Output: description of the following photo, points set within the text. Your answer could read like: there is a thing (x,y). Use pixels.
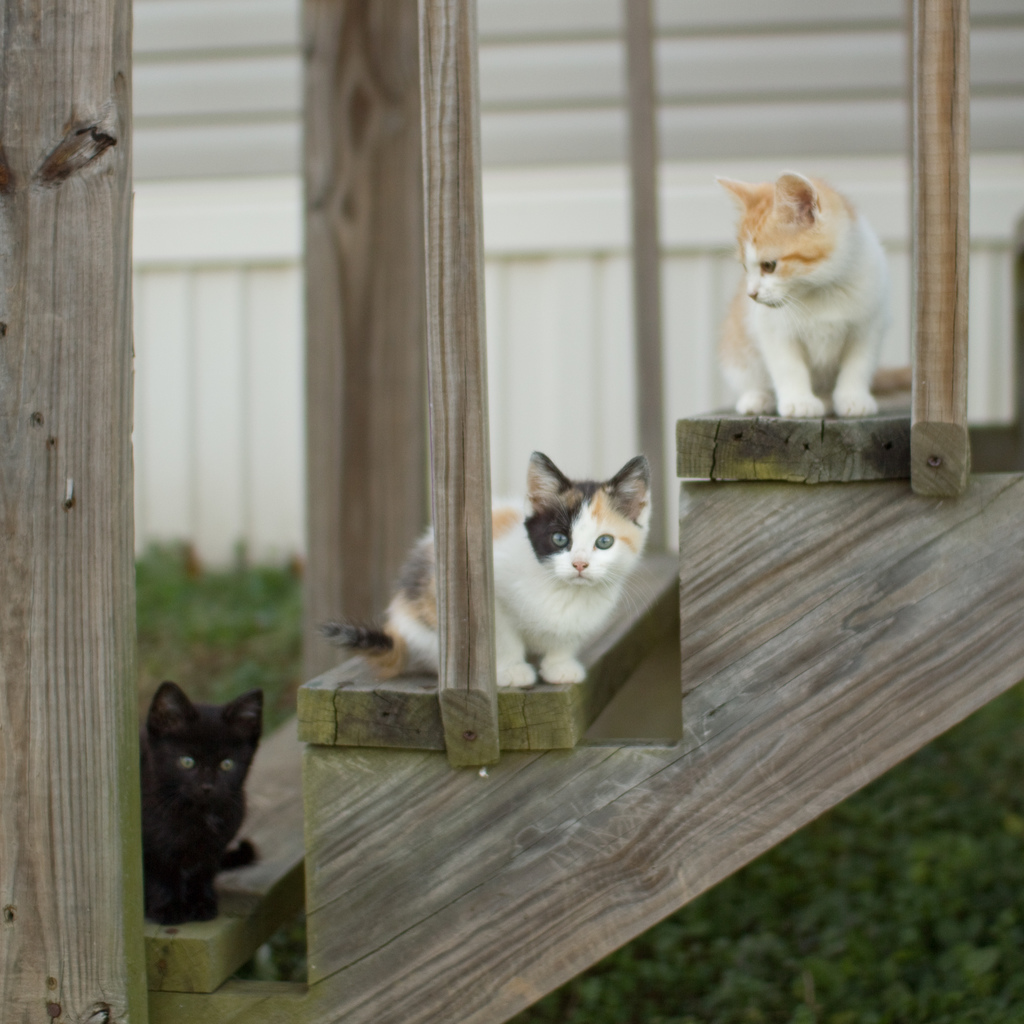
In this picture we can see the cats (534,480) are sitting on wooden steps (605,686). In the background of the image (236,15) we can see the wall (487,262) and ground (975,1002).
